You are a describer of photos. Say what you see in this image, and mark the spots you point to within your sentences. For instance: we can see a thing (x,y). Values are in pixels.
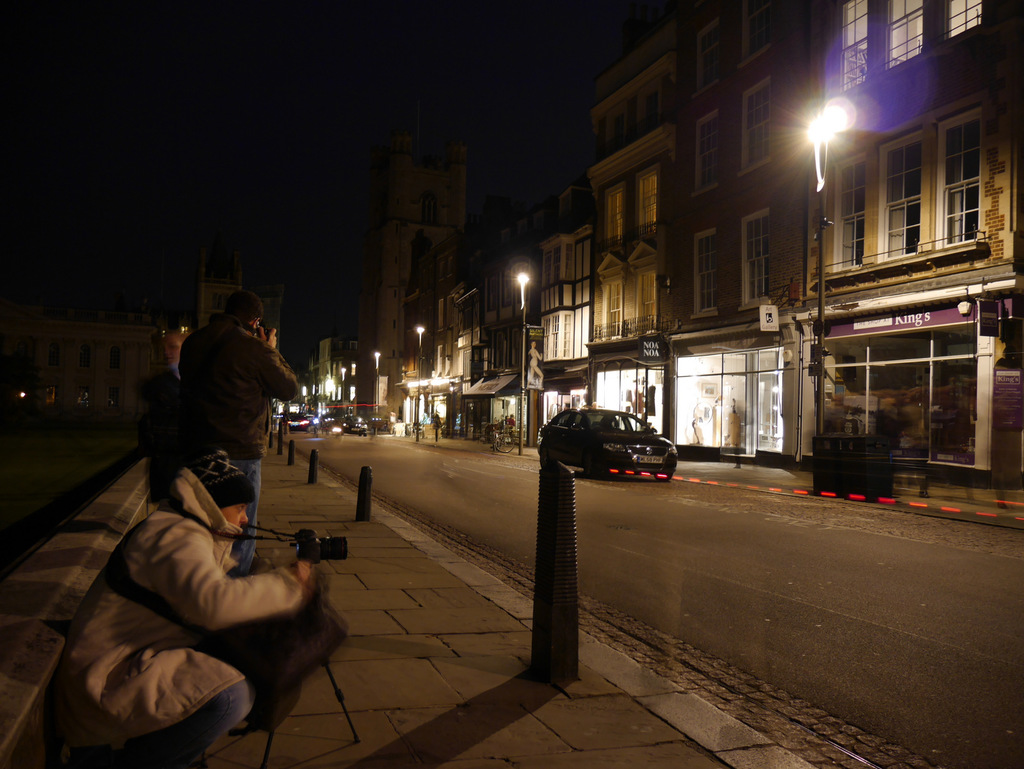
In this image, we can see people (256,611) on the sidewalk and one of them is wearing a coat (206,569), cap (213,499) and holding a camera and there are divider cones (565,581). In the background (464,293), there are buildings (424,282), lights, poles (522,376) and vehicles (604,425). At the bottom (759,556), there is road (837,573).
